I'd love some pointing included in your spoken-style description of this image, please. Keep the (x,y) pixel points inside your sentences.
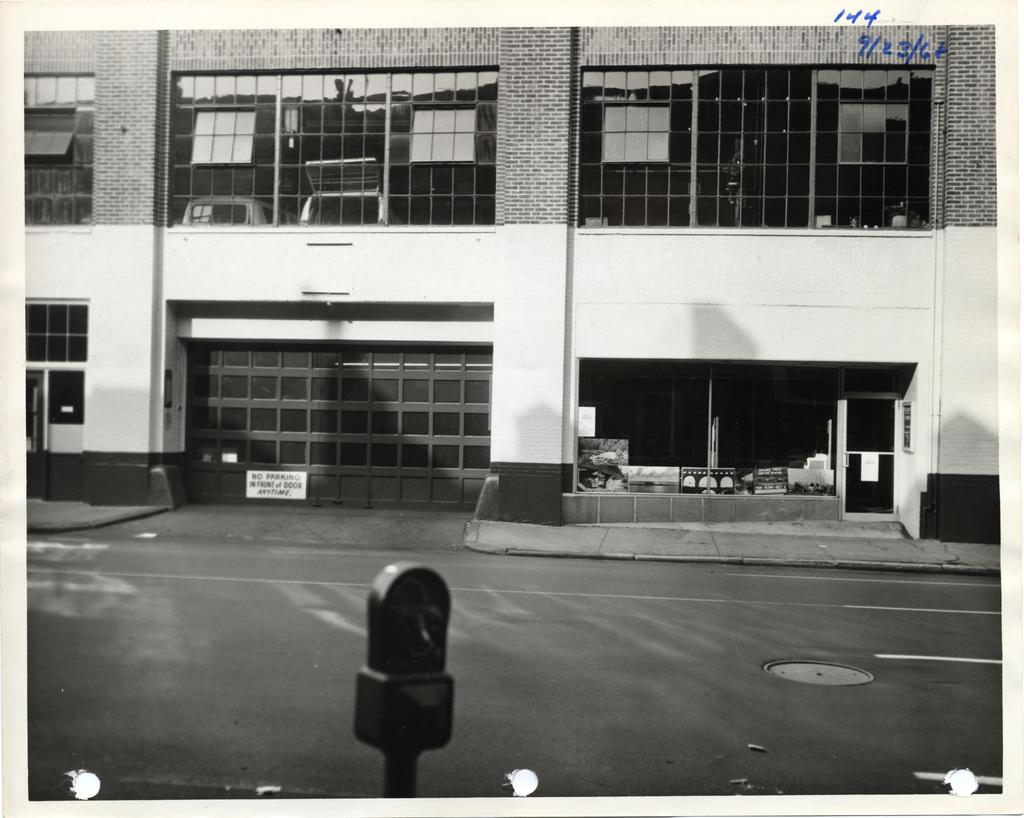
In this picture we can see a road (902,651), beside this road (592,603) we can see a building (84,471), windows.
